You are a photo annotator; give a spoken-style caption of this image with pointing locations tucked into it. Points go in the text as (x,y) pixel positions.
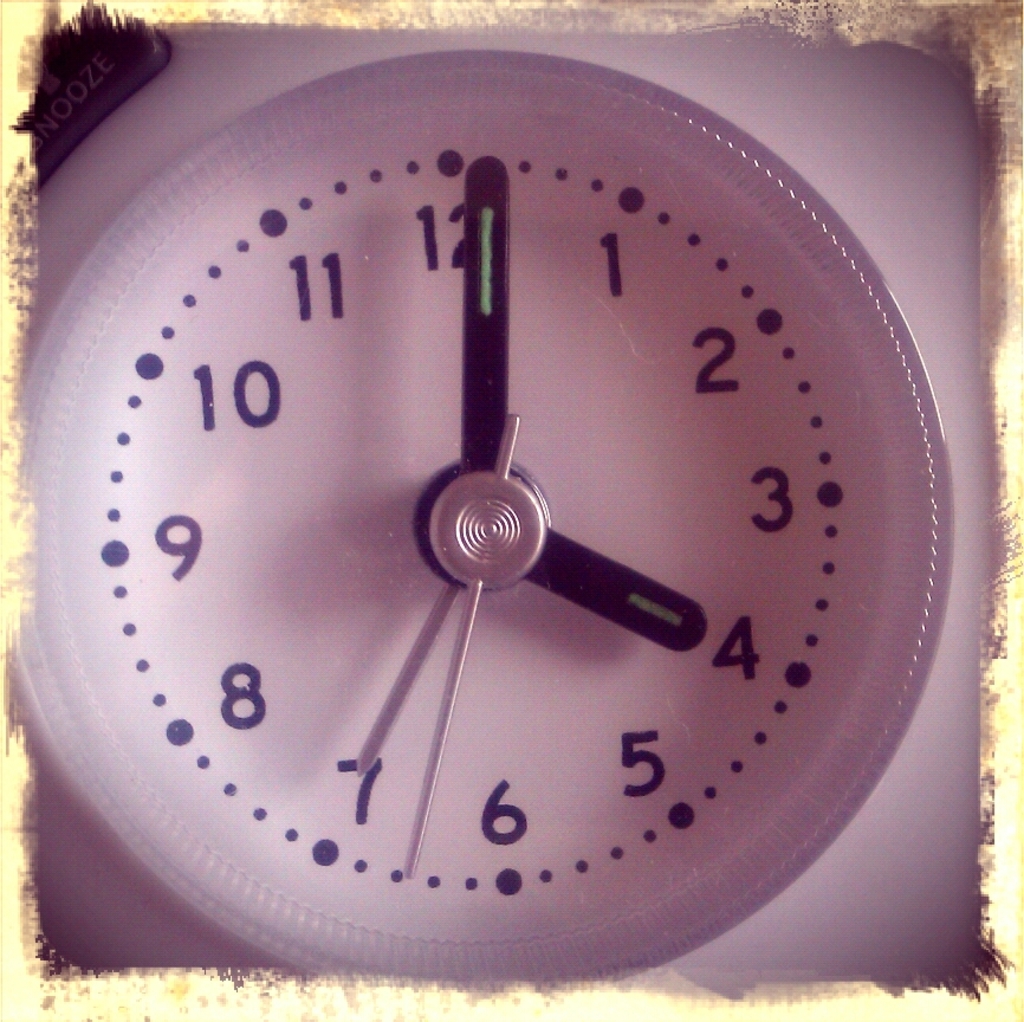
The picture consists of an analog clock (413,529).
